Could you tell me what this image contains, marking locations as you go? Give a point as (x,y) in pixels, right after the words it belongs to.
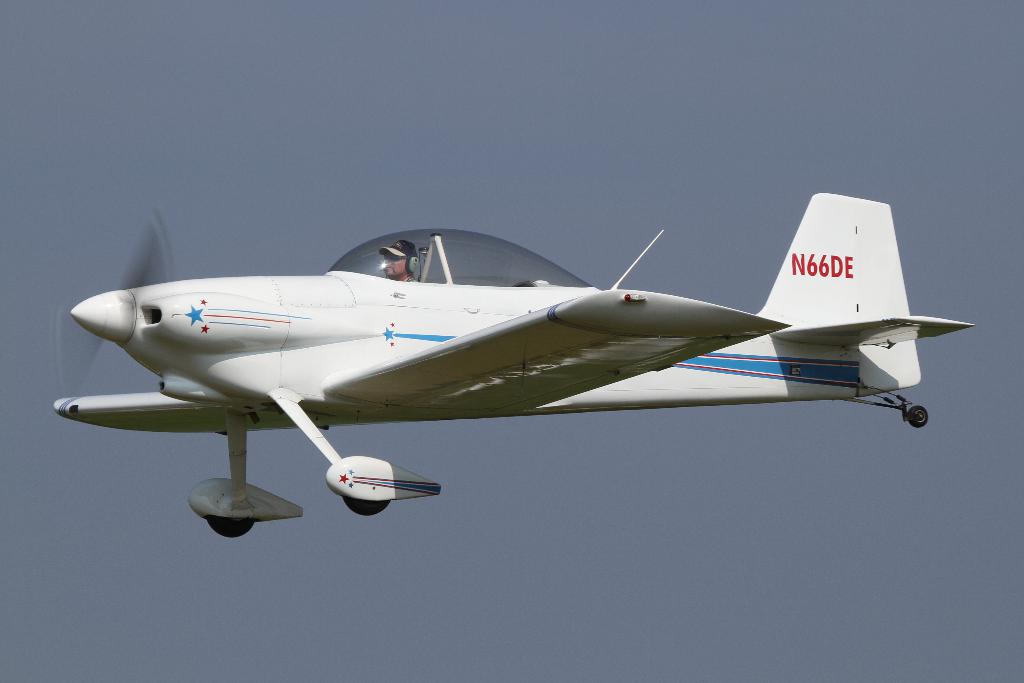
In the picture I can see one person (398,246) is riding a plane (403,387) in the air (404,443).
